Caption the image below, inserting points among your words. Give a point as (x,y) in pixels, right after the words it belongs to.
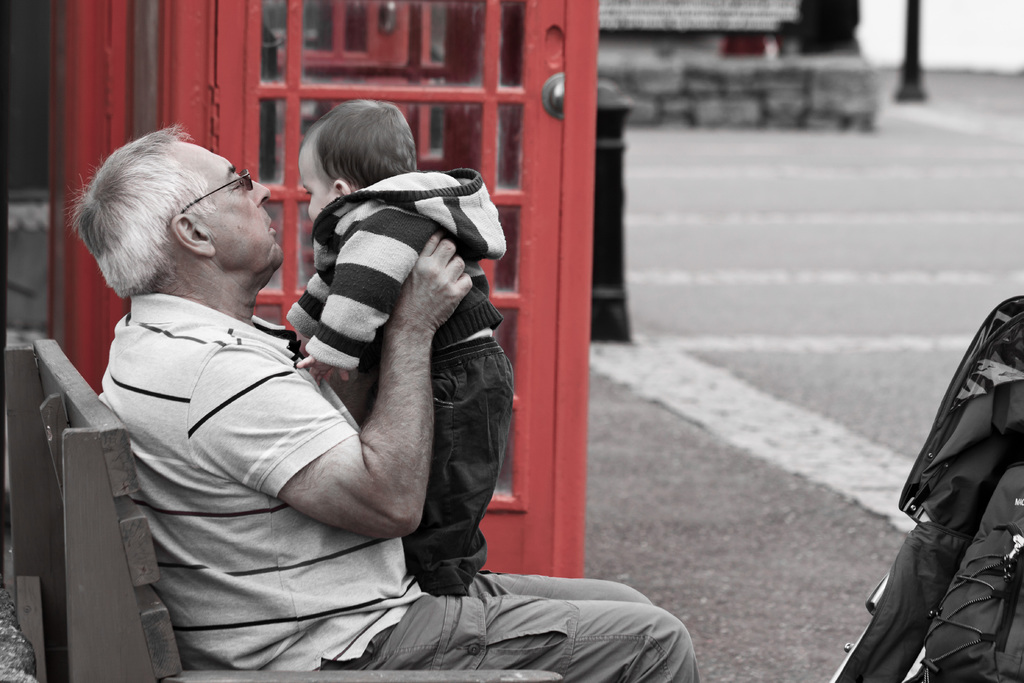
This image is taken outdoors. On the left side of the image (197,451) a man (227,401) is sitting on the bench (97,429) and he is holding a baby (373,268) in his hands (405,310). On the right side of the image (924,616) there is a baby carrier (987,431). In the background (781,295) there is a floor (873,221). There is a pole (922,91) and there is a cabin (488,116).
